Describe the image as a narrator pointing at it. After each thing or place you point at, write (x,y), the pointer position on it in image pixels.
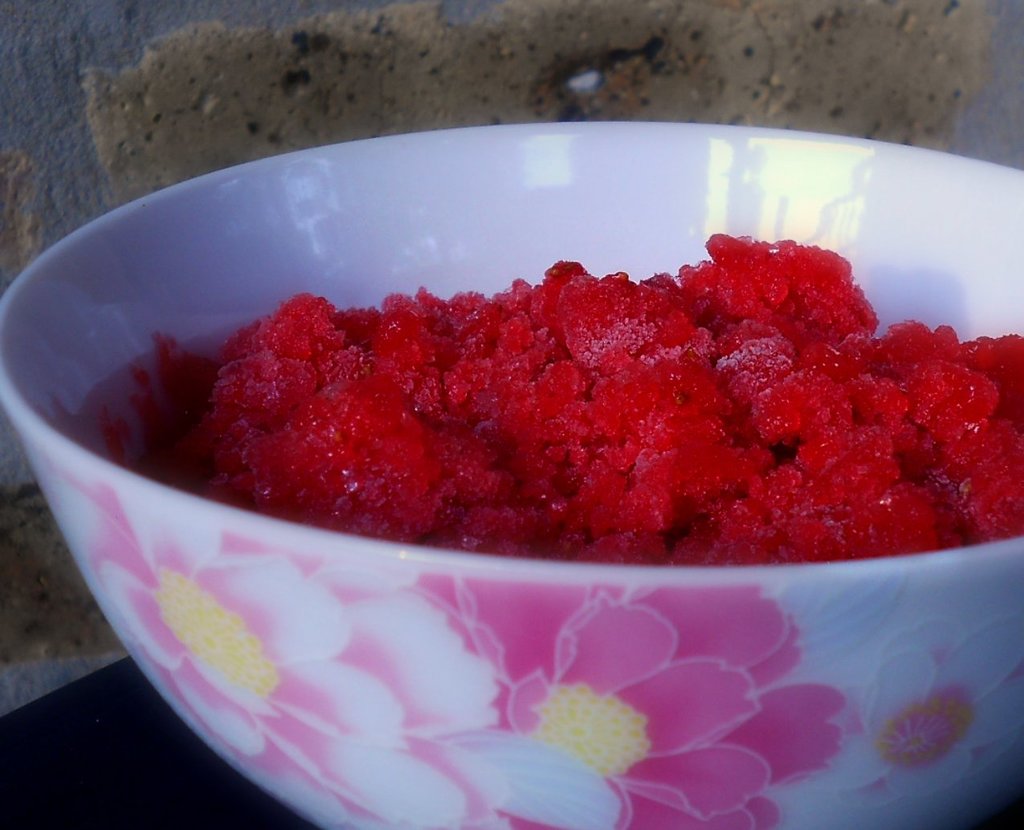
In the image, we can see a cup (569,713) containing sweet (595,443) and at the bottom (124,754), there is table (166,755) and in the background (327,123), there is a wall (209,98).
